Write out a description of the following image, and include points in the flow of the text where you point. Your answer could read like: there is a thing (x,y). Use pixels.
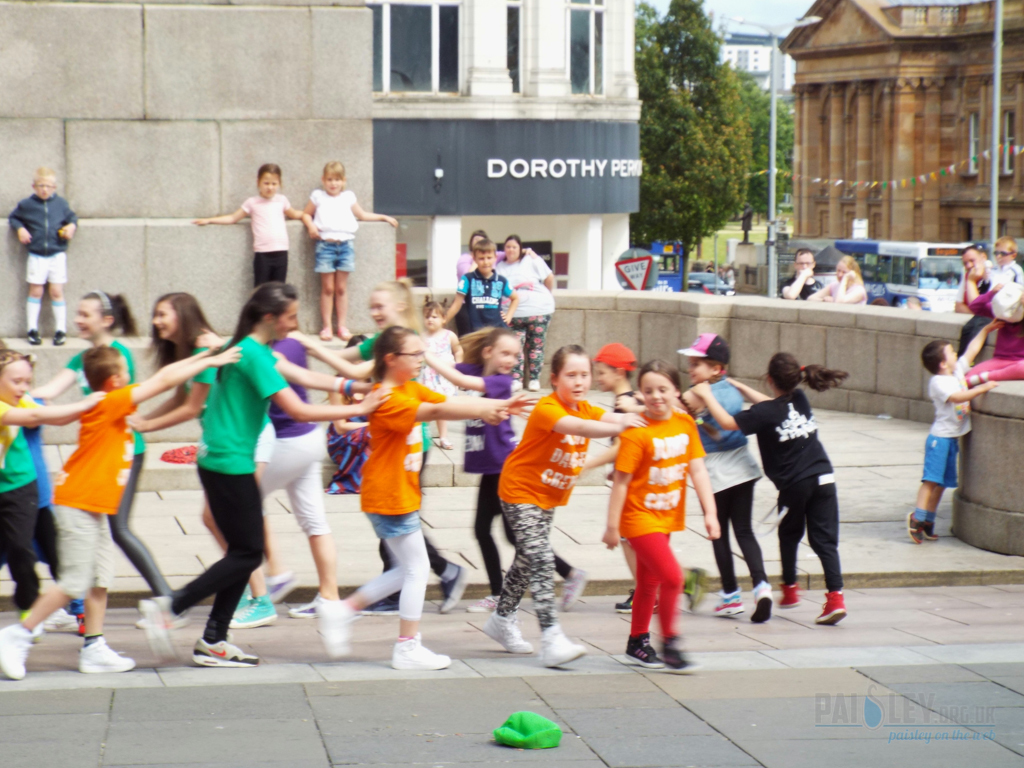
In the picture I can see these people (683,388) are walking on the road (580,665), here we can see a green color object (525,738) placed on the road (531,759). In the background (56,253), we can see a few more children (453,305) standing near the wall (868,390), we can see boards (622,137), vehicles (949,285) moving on the road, we can see buildings (959,76), trees (729,122), light poles (770,197) and the sky (739,8). Here we can see the watermark (836,717) on the bottom right side of the image (894,728).
